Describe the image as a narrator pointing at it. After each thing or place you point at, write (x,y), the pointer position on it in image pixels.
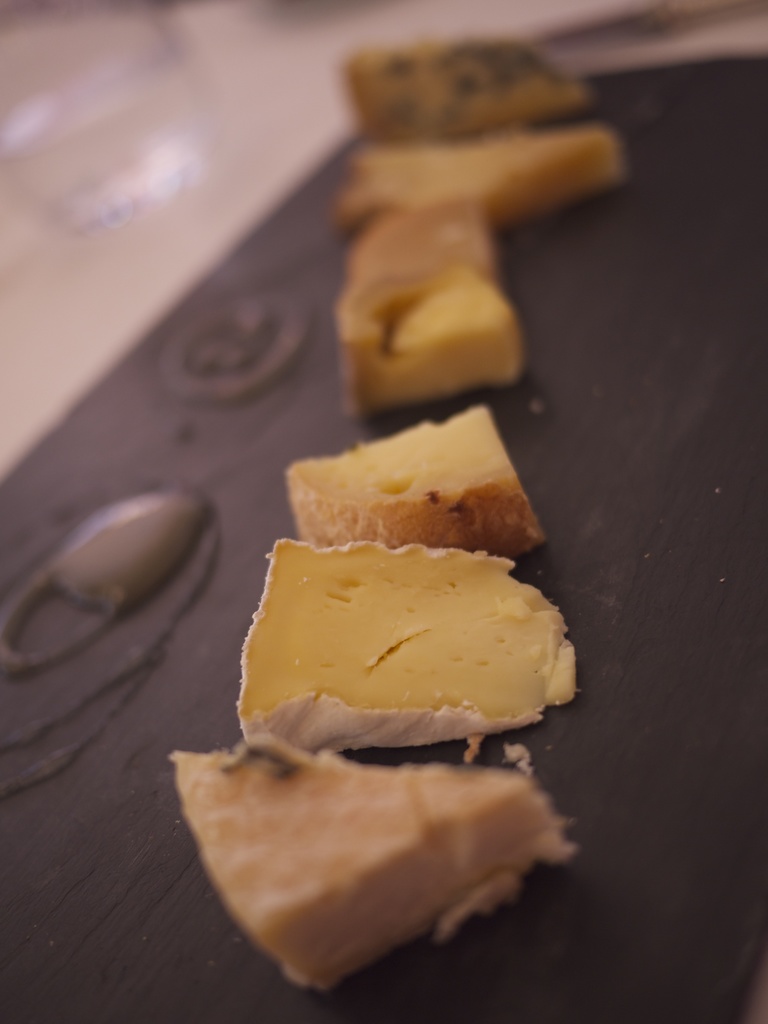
In this image we can see there are cheese slices (311,682) on the table (123,743).
